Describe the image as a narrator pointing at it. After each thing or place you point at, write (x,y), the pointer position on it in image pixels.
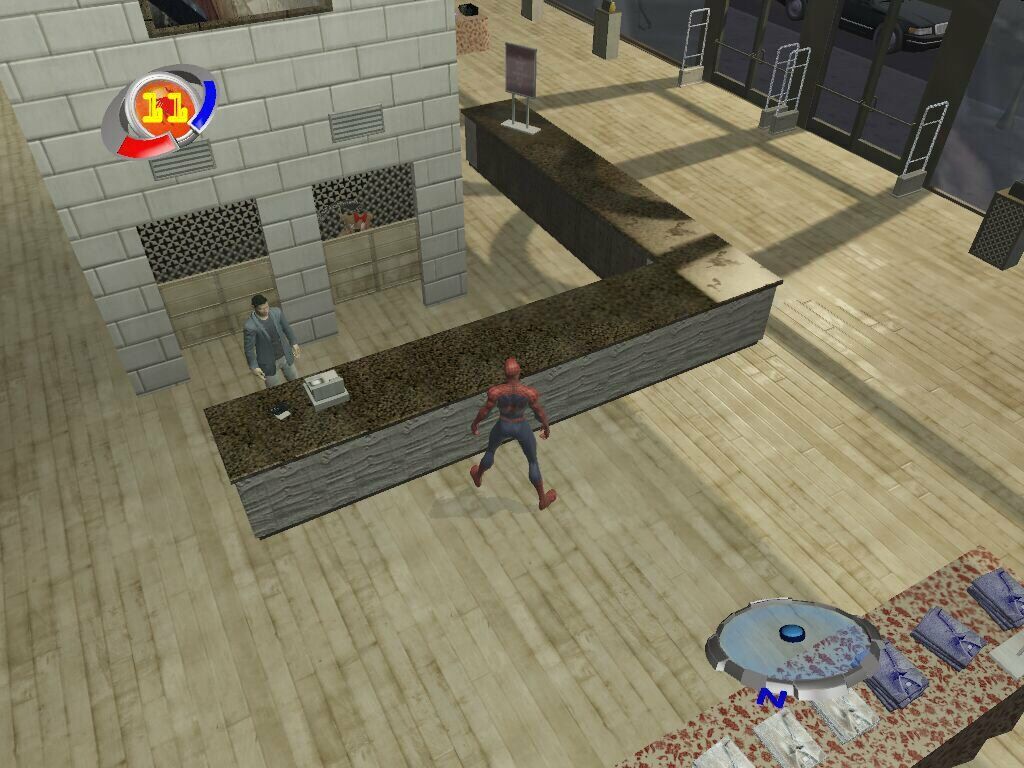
In this image we can see the animated picture and in the picture, we can see the inner view of a building (559,454) and there is a spider man (534,468) standing in the middle of the image (541,495). We can see a person (248,349) and there are some other objects (518,135) in the building (281,43) and in the top right side of the image (914,26) we can see a vehicle (901,30) on the road (844,35).
